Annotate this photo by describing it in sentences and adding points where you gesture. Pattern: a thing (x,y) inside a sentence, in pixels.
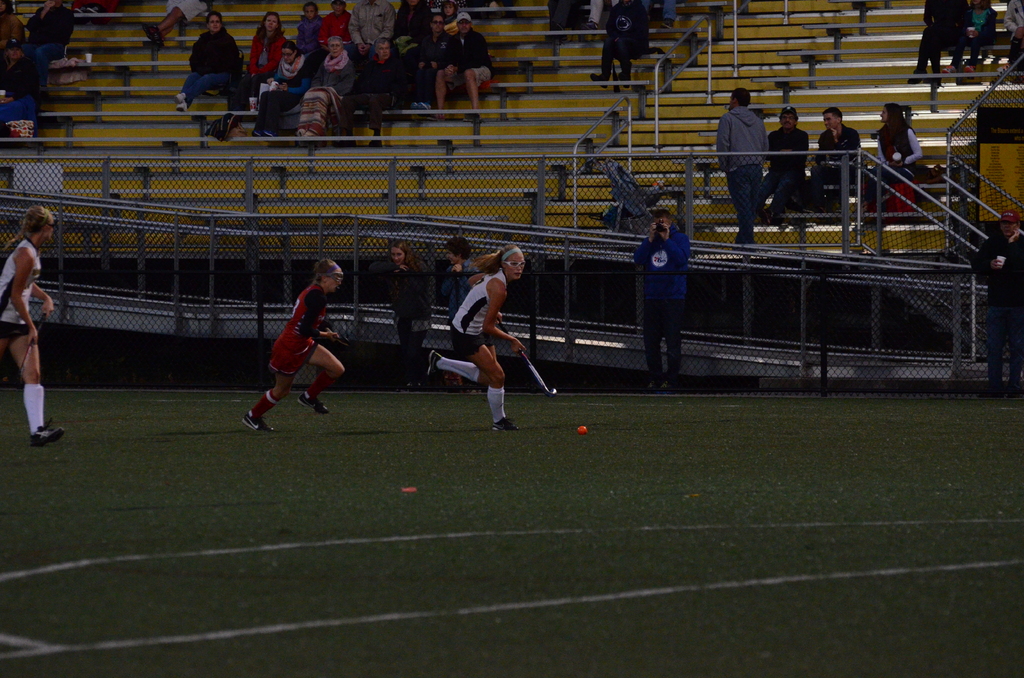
In this image there are women (297,326) holding an object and running, there is a playground (527,491), there is a ball (583,428), there is a man (666,268) standing and taking a photo, there is a man (990,260) standing towards the right of the image (989,293) and holding an object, there are group of persons (279,89) sitting on the stairs (787,77), there is a fencing (418,202).
